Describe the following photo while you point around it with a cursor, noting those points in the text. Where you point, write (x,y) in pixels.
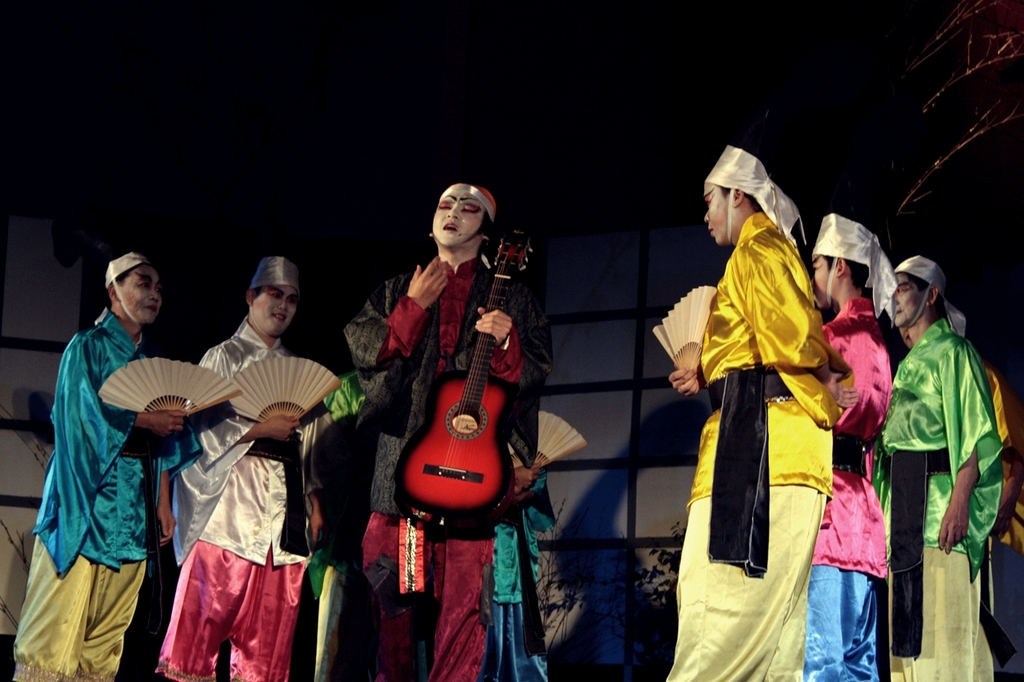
In this image I can see people (948,319) are standing and wearing costumes (98,356). I can also see one is holding a guitar (505,256) and rest are holding hand fan (714,295). I can also see all of them are wearing caps (284,283).
